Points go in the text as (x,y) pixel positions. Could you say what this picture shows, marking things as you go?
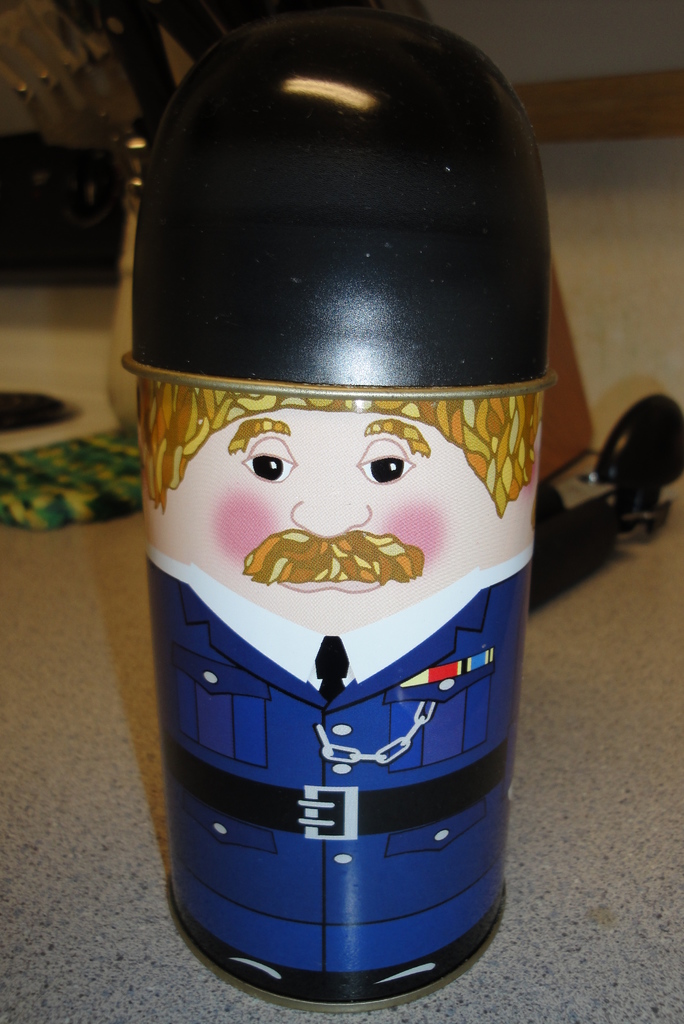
In this image I can see the toy person (168,687) and the person (270,761) is wearing blue color dress (279,771), background (13,242) I can see few objects (661,472) on the countertop (171,986) and the wall (589,42) is in white color.
